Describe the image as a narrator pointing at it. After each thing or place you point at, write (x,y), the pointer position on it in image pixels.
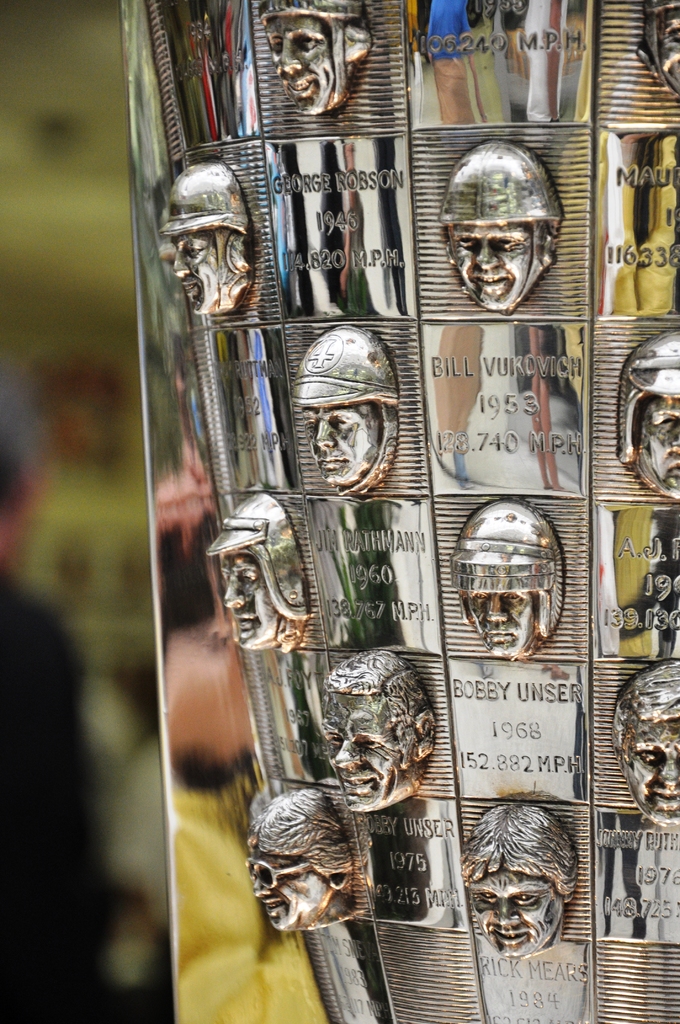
In this image we can see the human faces (346,881) engraved on a metal surface (464,280).
